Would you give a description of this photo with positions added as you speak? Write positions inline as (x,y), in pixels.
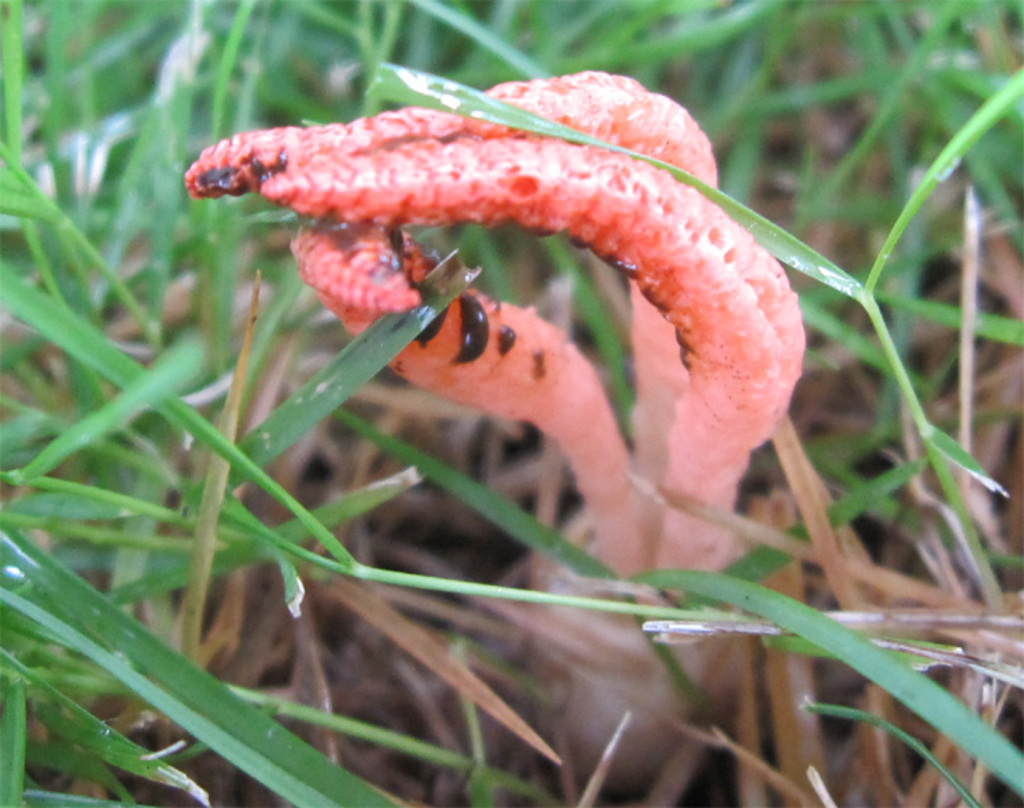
In the center of the image (543,346) we can see a plant (552,329). In the background (208,229), we can see the grass (770,504).
